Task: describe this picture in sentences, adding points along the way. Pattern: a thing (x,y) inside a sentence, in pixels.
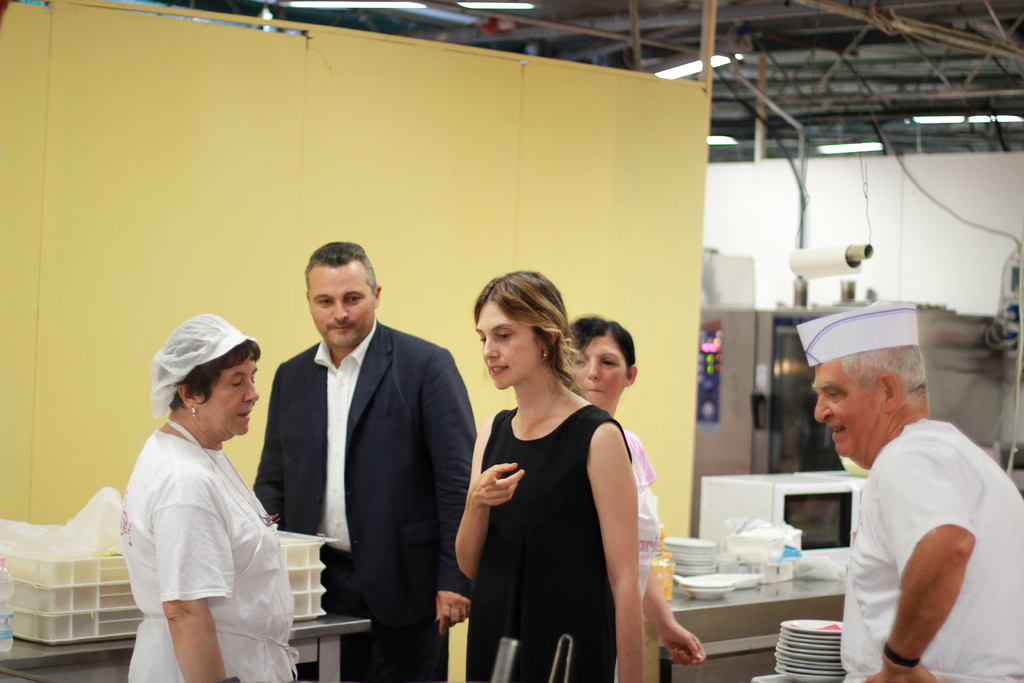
This picture describes about group of people (419,448), on the right side of the image (906,507) we can see a man (919,483), he wore a cap (871,317), in front of them we can see few plates (683,559), trays (115,592), microwave oven (798,509) and other things (770,562) on the tables (748,605), in the background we can see few lights (717,142) and metal rods (821,85).
